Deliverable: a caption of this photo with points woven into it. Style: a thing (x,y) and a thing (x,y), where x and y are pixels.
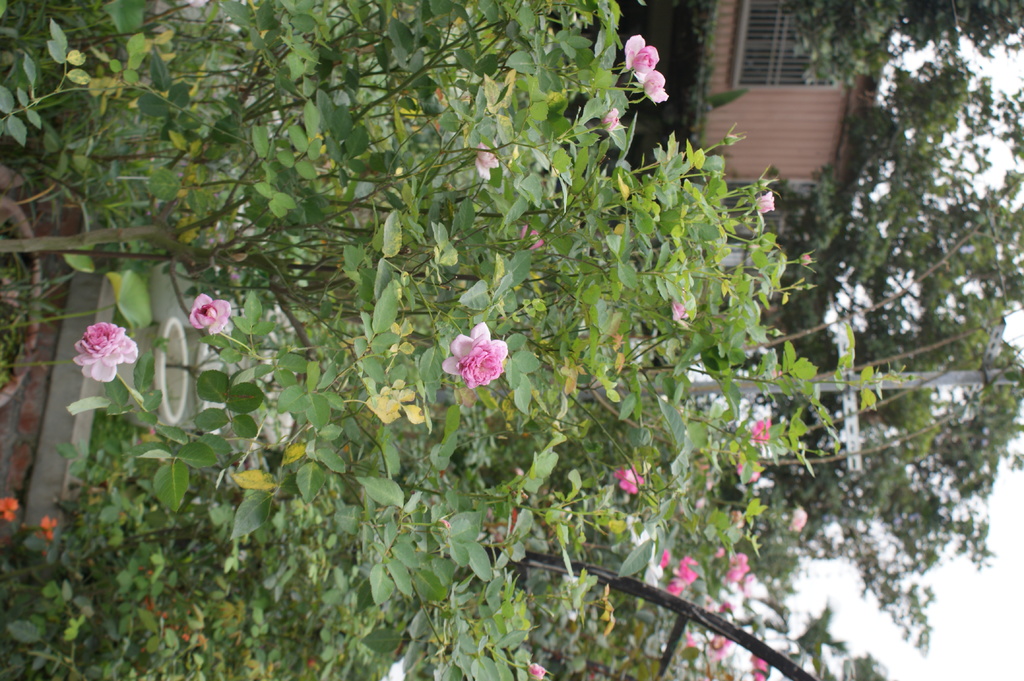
In this image we can see the flower plant (548,206) and also the flower pots (186,394), tree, pole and also the house (756,84). Some part of sky (960,578) is also visible in this image.
